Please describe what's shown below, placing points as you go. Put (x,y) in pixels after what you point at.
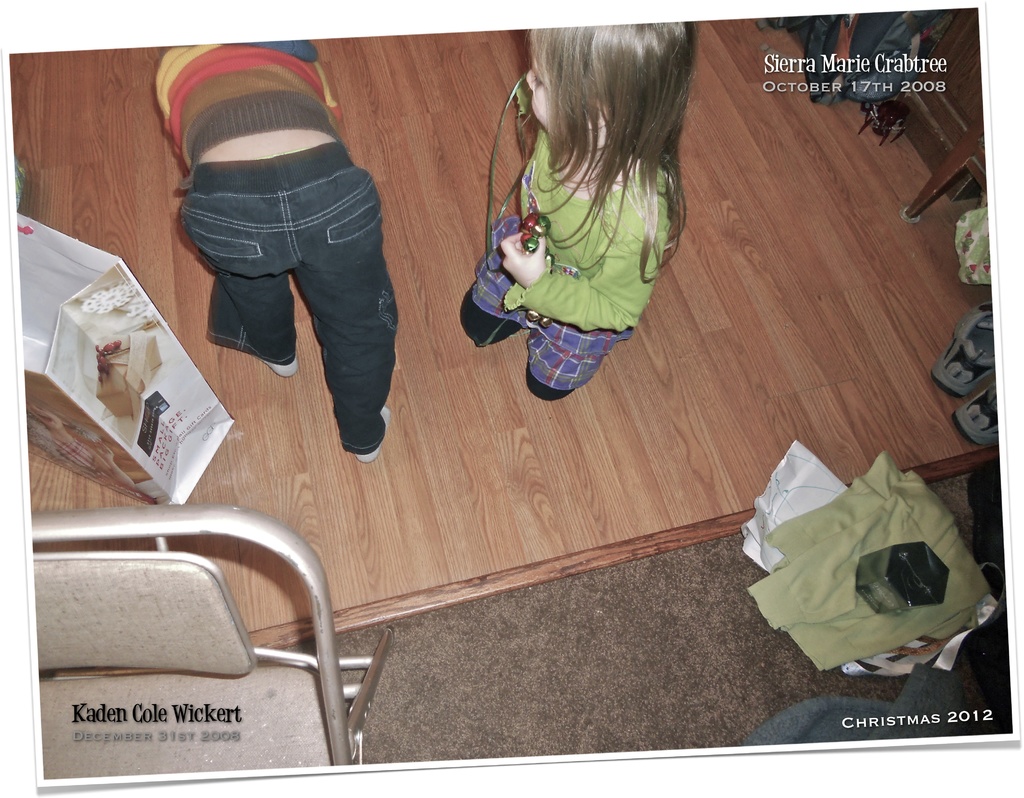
In this picture we can see couple of kids (484,295) on the floor (610,404), beside to the kids (280,301) we can find a bag (90,343), chair (243,635), shoes (964,436) and some other things (920,670).
